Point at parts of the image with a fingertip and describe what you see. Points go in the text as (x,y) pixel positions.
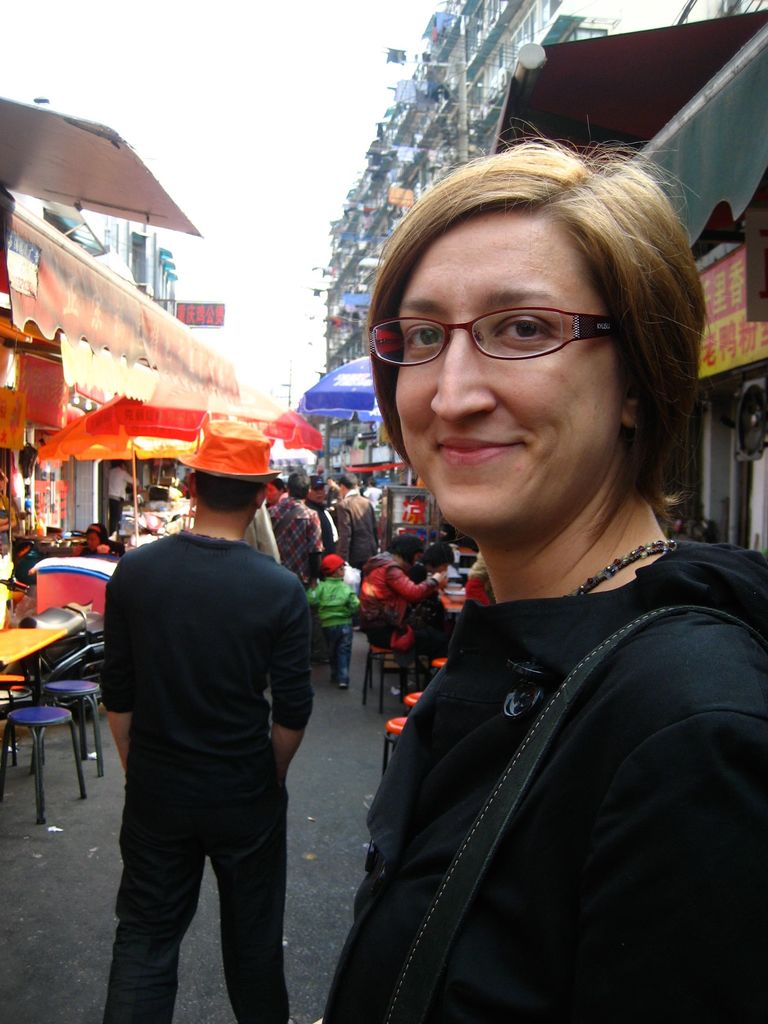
In this image I can see a group of persons (355,501). In front (571,630) there is woman (520,642) standing. At the back side (141,342) we can see a stores (97,505) and a building (432,180).
